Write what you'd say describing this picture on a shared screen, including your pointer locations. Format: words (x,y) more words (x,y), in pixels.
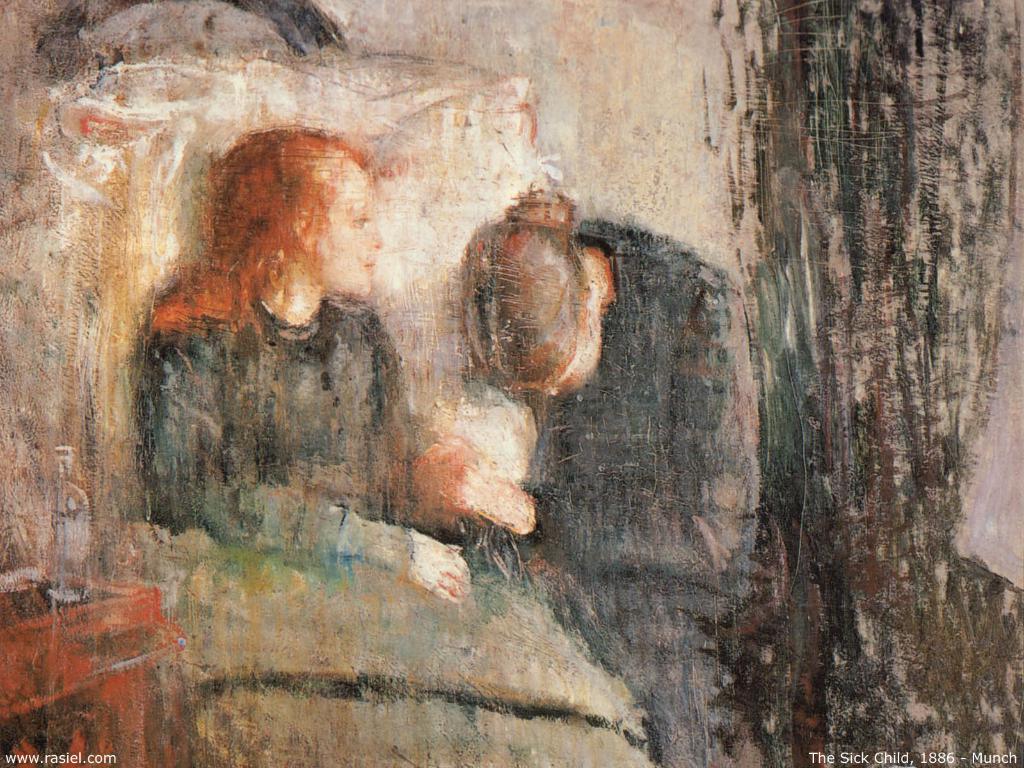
The picture is a painting. In the painting there are two persons (585,287). On the left (56,660) there is a desk (95,660), on the desk (80,634) there is a bottle (75,562).
